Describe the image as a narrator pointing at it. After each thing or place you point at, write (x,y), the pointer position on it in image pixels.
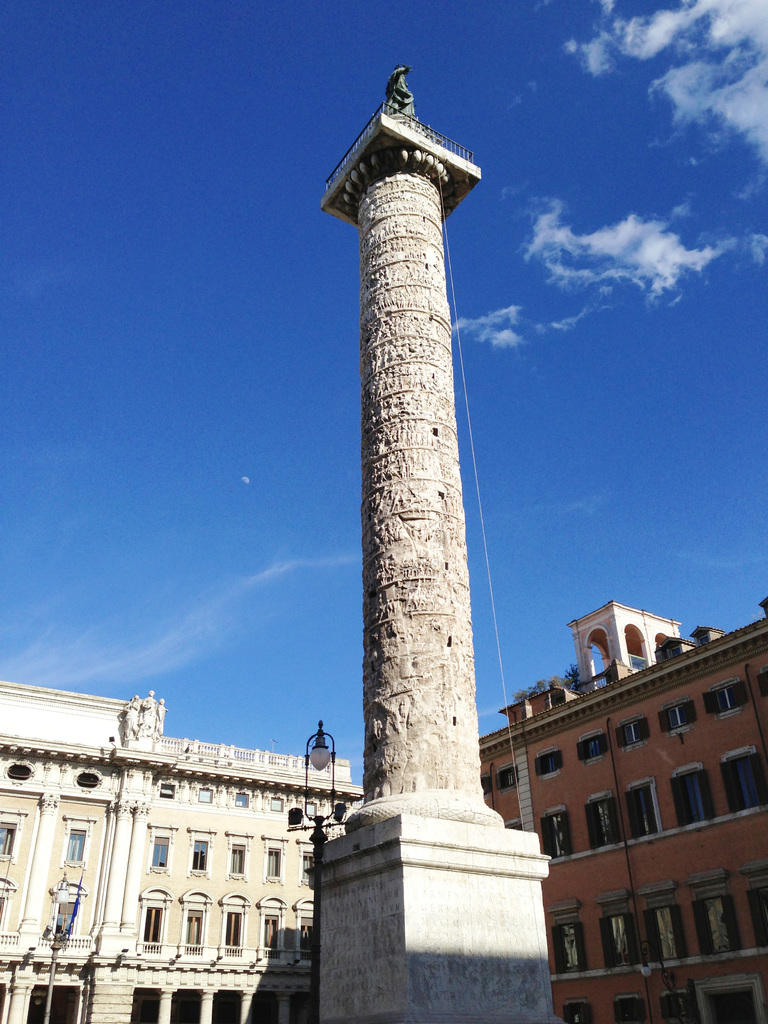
In this picture there are buildings (697,802) and there are street lights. In the foreground (368,724) there is a statue (400,85) on the tower (428,658). At the back (560,682) there are plants (560,682) on the building (559,693). At the top (175,229) there is sky (500,263) and there are clouds (757,15).
